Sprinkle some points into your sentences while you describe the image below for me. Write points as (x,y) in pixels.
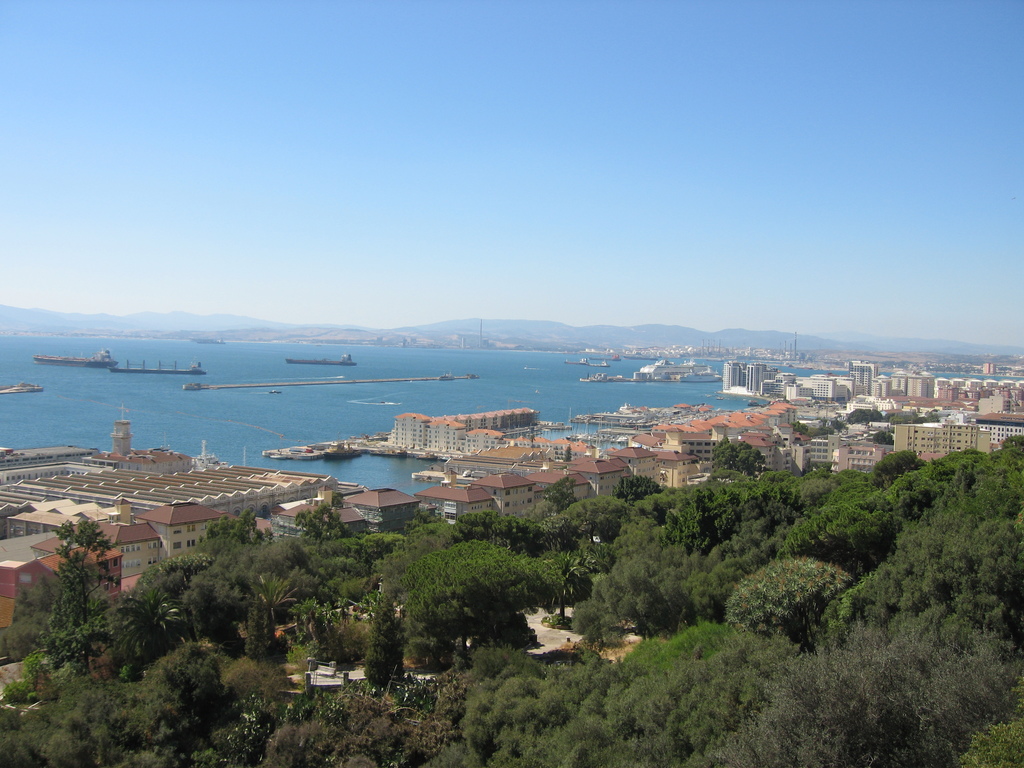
As we can see in the image there are trees (529,577), buildings (479,503) and boats (144,369). There is water (438,361) and at the top (567,75) there is sky (567,75).
